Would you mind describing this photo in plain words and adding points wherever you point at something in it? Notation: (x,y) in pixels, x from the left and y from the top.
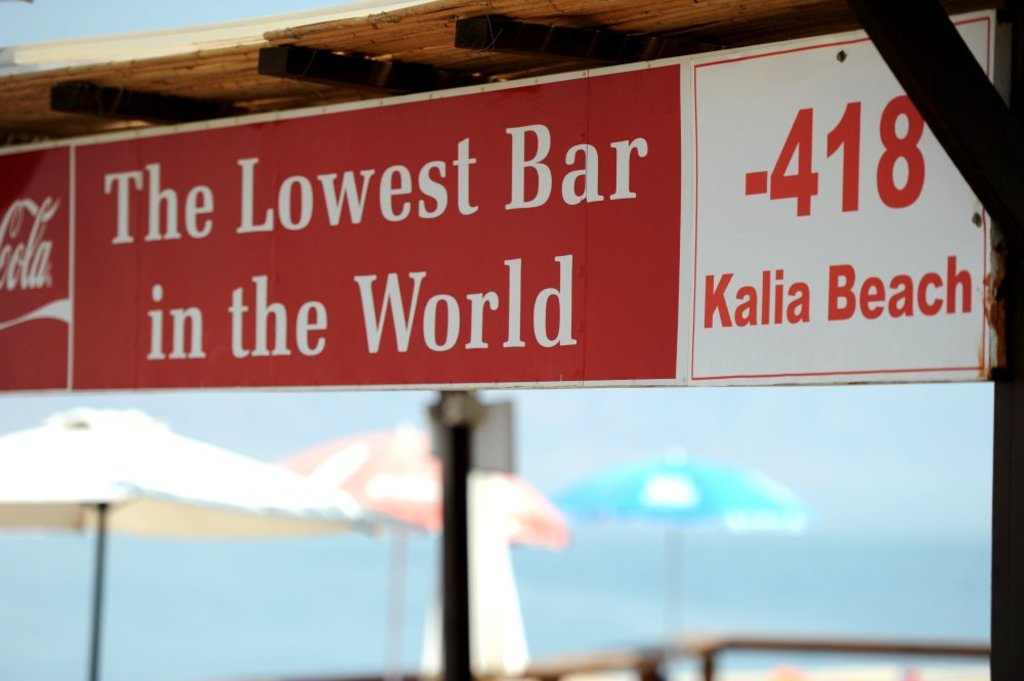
This image consists of a board (367,236) fixed to the roof (338,81). In the background (81,503), we can see three umbrellas (343,522). And there is a text (399,217) on the board (483,205).
